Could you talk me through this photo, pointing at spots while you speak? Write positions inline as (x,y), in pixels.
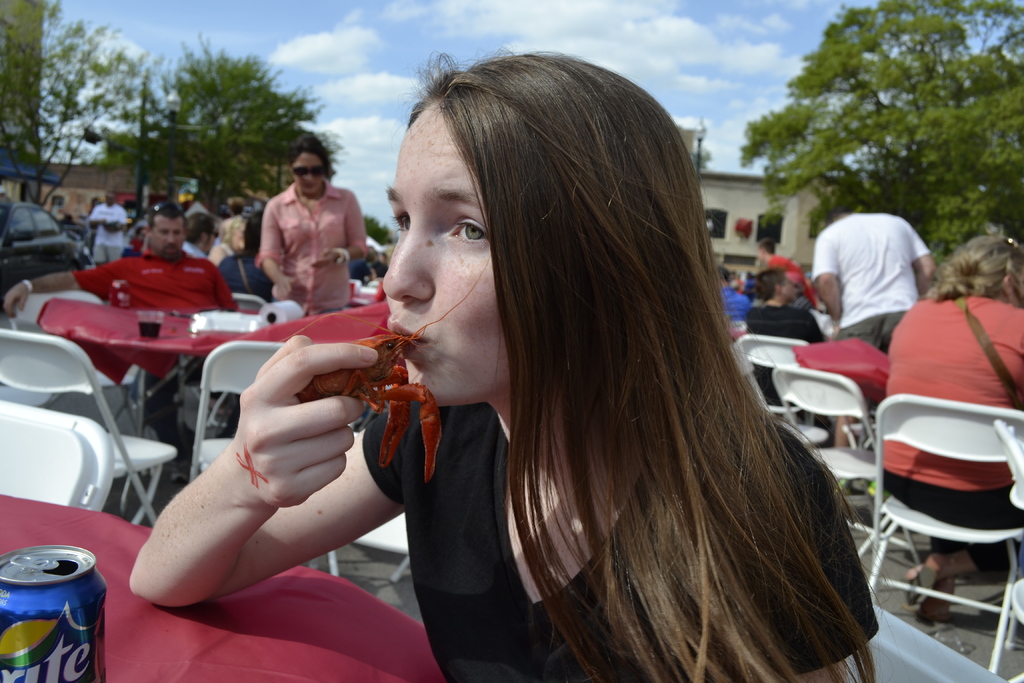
In the middle of the image (614,263) few people (18,307) are sitting and there are some tables (105,324), on the tables (89,330) there are some glasses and bottles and tins (92,577). Behind them there are some vehicles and trees (85,116) and buildings (19,178). At the top of the image (442,50) there are some clouds (562,6) in the sky (828,6).
